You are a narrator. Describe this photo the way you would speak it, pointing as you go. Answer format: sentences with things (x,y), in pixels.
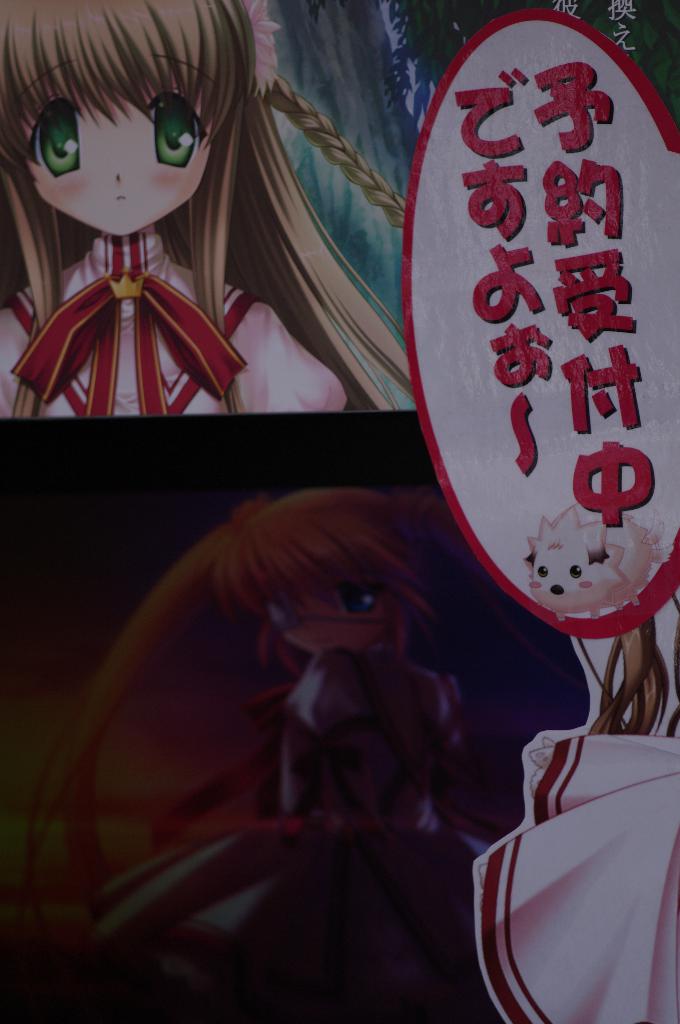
In this image we can see animated girls (255,155). There is some text (586,330) on the animated image.
